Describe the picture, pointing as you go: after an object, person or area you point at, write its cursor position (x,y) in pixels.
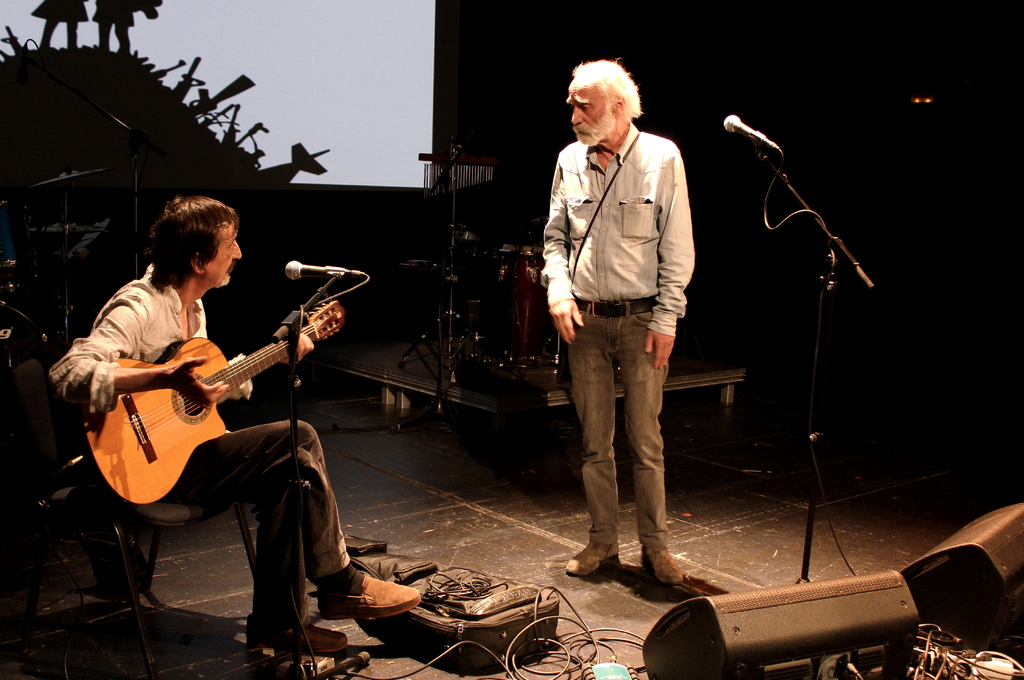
In this image there are two persons (209,499). At the left side (178,293) man (178,314) is sitting on a chair (155,508) holding a guitar (161,454) in his hand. In front of him there is a mic (327,273). On the floor (457,563) there are bags (491,597) and wires (571,640). At the right side (925,601) man (622,282) is standing, there is a mic (749,130) and a black colour stand (814,440), two speakers (913,610). In the background (397,169) there are musical instruments (499,273) and screen (307,47).
